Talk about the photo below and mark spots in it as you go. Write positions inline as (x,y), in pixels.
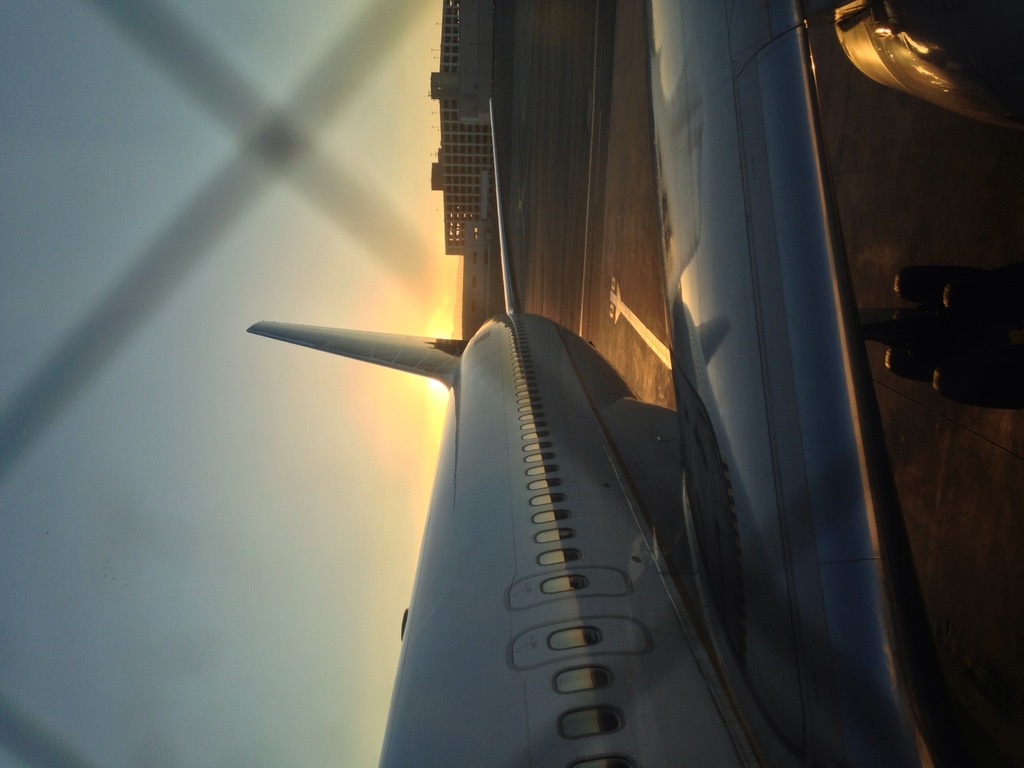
There is a flight (557,528) with windows (566,514). In the back (437,148) there are buildings (472,178) and sky (205,364).
